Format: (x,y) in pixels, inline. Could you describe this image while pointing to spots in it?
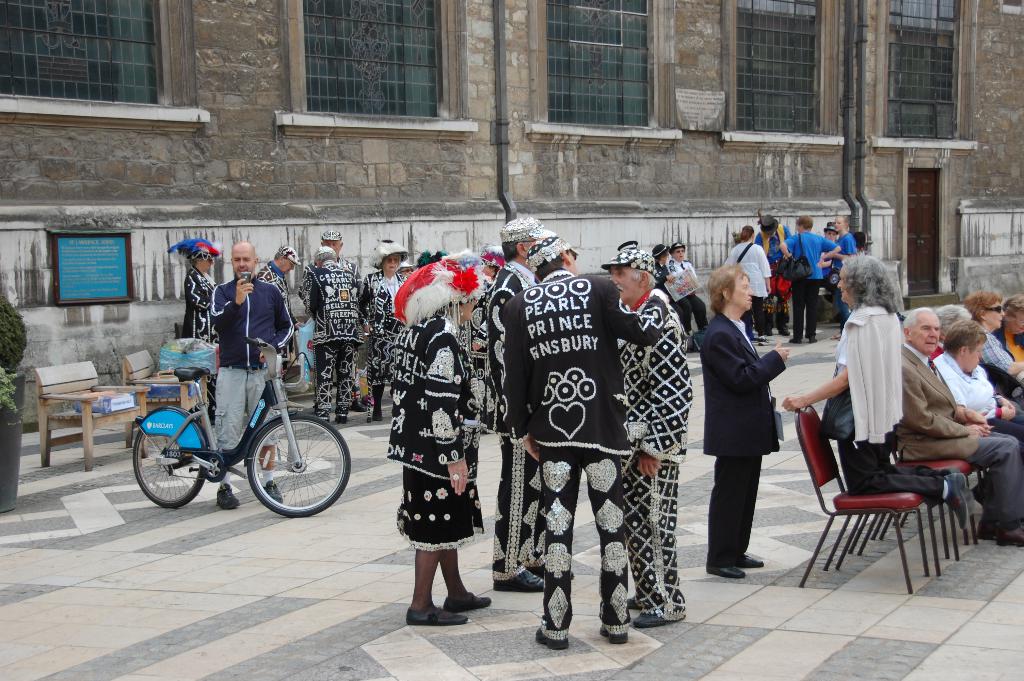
This picture are group of people (370,274) standing and a man (236,298) is standing with a bicycle (344,446) and there is a building (477,84) behind him.
